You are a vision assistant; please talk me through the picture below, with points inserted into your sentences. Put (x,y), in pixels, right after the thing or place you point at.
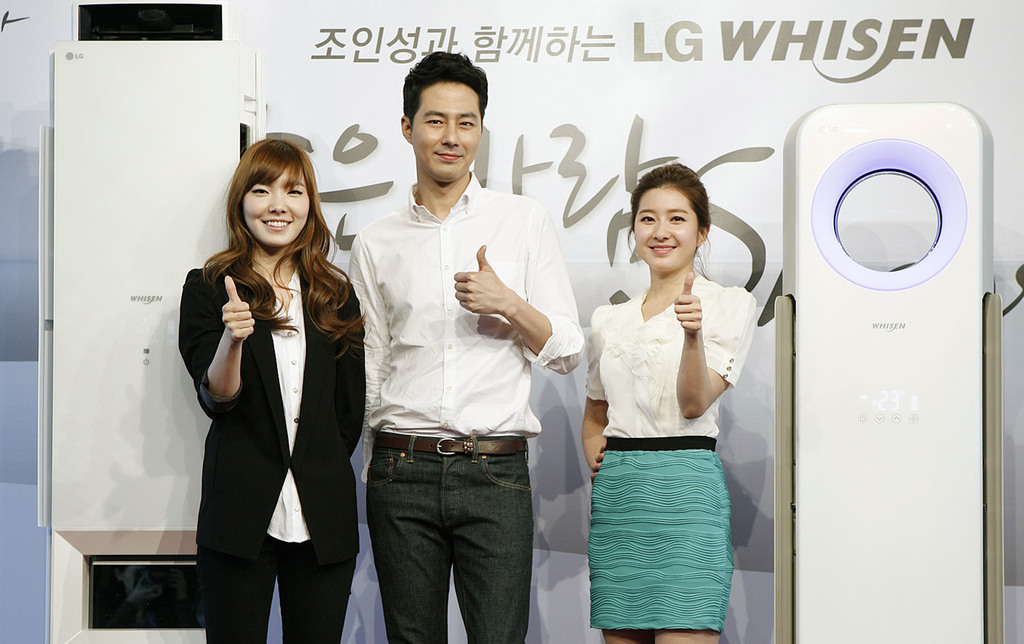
In this image in front (266,390) there are three people (474,384) wearing a smile on their faces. Behind them there is a banner (375,74) and there are electronic devices (780,458).
